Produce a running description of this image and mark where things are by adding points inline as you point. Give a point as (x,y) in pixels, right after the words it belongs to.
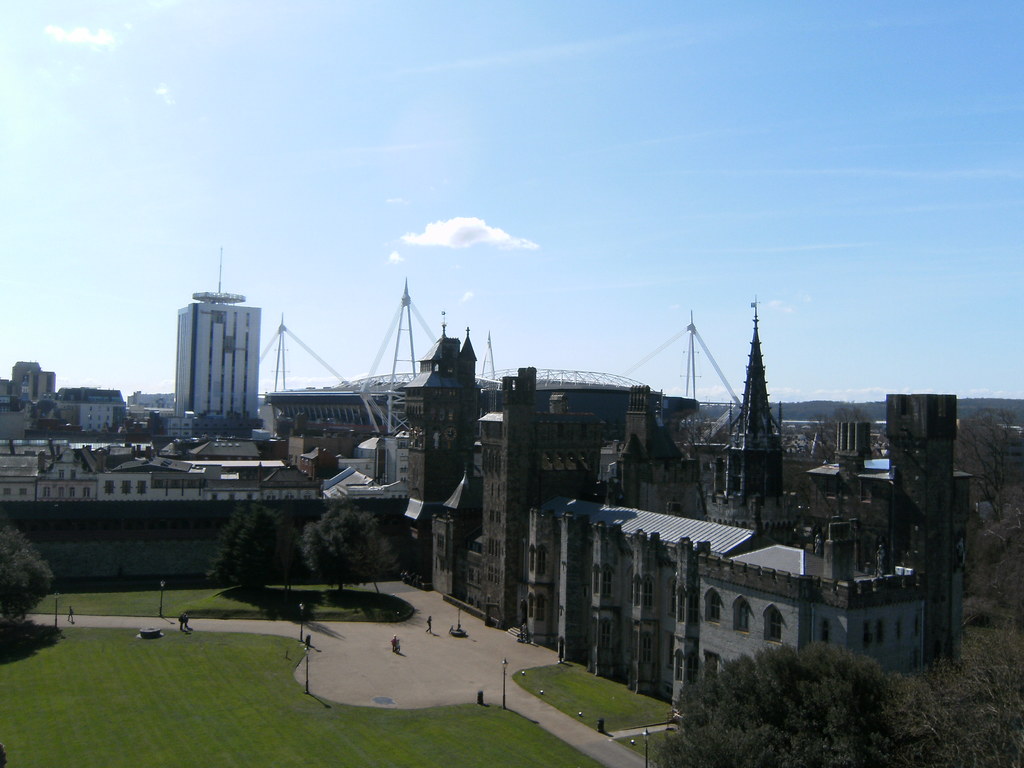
This picture is clicked in the city. At the bottom (248,708), we see the grass (253,691) and poles (160,608). We even see the street lights (163,588). In the right bottom (812,712), we see the trees (811,711). In the middle (346,511), we see the trees (246,529). On the left side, we see a tree (39,566). There are trees (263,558), buildings (747,527) and towers (932,481) in the background (835,443). At the top (620,156), we see the sky (549,158) and the clouds (483,228).
